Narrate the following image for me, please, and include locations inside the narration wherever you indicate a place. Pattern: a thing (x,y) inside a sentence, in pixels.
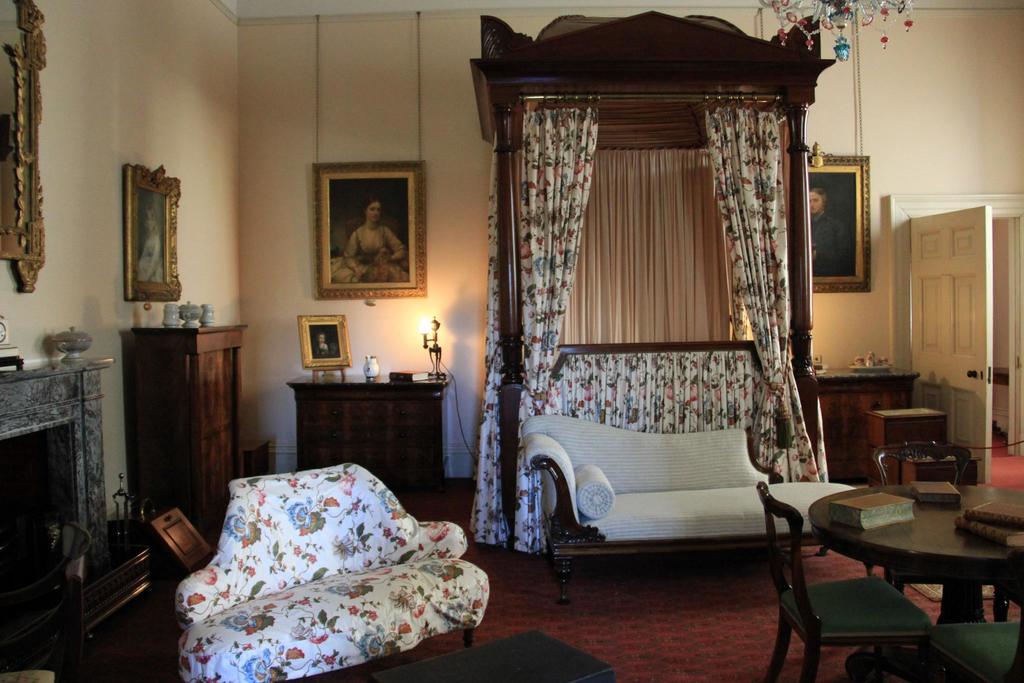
Here we can see a sofa (712,518), a table (840,494) and a chair (830,589) there are books (857,523) placed on table (930,506) and at the right side (960,366) we can see a door (970,343) and there are portraits (372,247) placed on the walls (92,246) and here there is a bed (513,194) and curtain (699,203) and at the top right (843,45) we can see a chandelier (832,10).
